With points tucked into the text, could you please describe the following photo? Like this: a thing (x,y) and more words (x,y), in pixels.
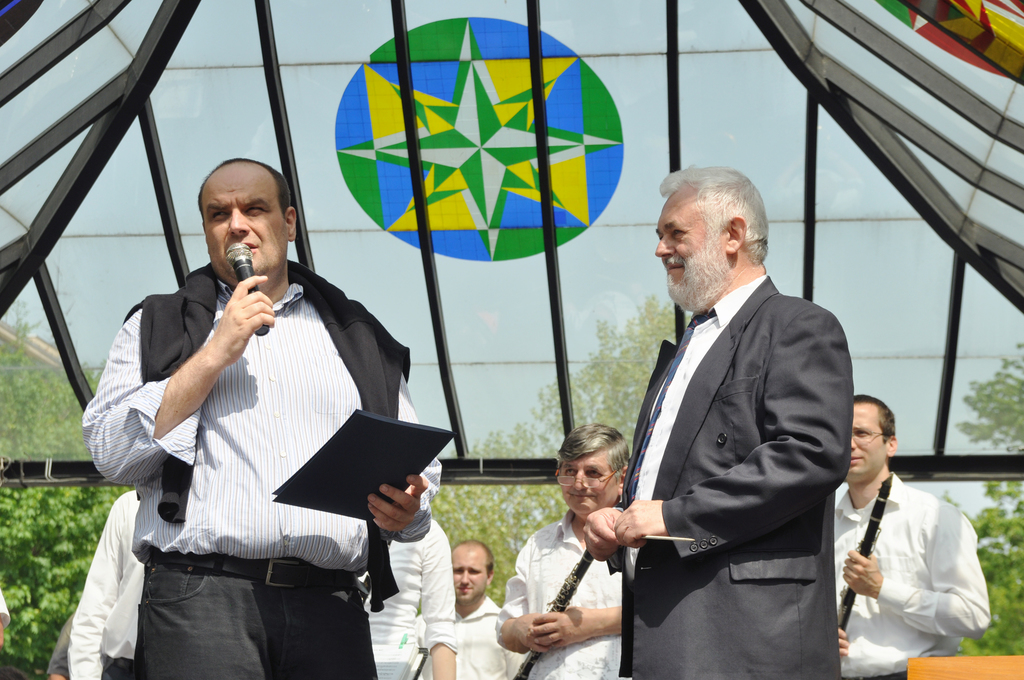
In this image I can see some people (433,494). In the background (996,499), I can see the trees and the sky (709,126).
